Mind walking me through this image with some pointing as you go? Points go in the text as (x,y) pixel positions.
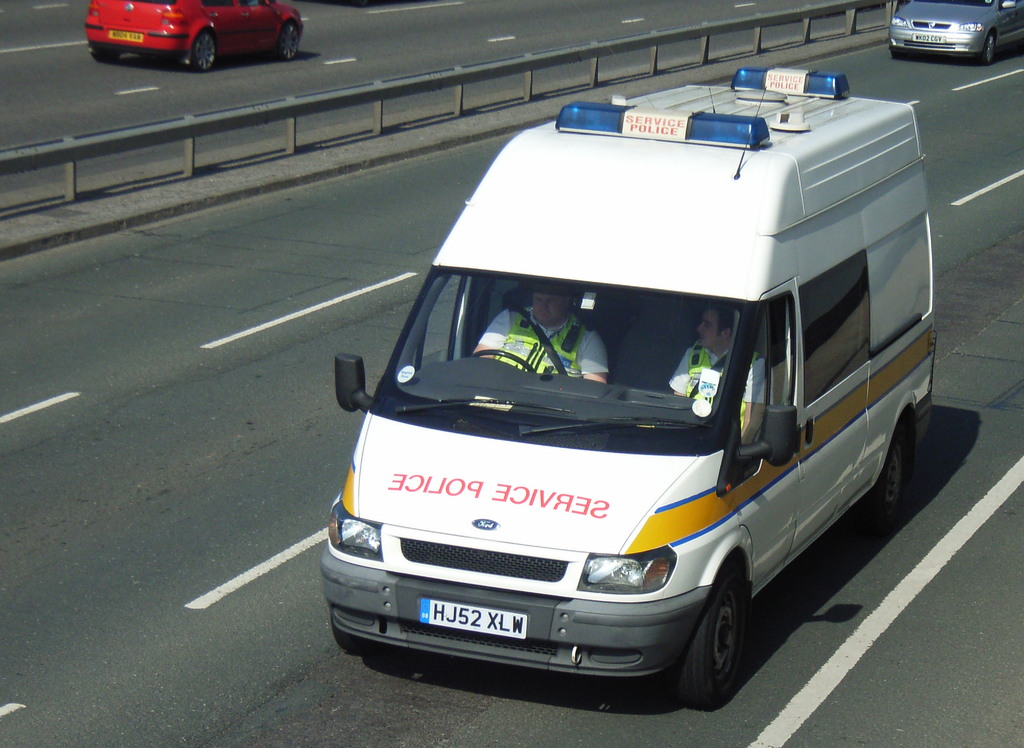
In this picture there are vehicles (184,43) on the road (305,550). In the foreground (457,332) there are two persons (502,328) sitting inside the vehicle (650,641) and there is a text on the vehicle (596,189). In the middle of the image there is a railing (454,107). At the bottom (179,523) there is a road (185,510) and there are white lines (222,339) on the road (191,454).
